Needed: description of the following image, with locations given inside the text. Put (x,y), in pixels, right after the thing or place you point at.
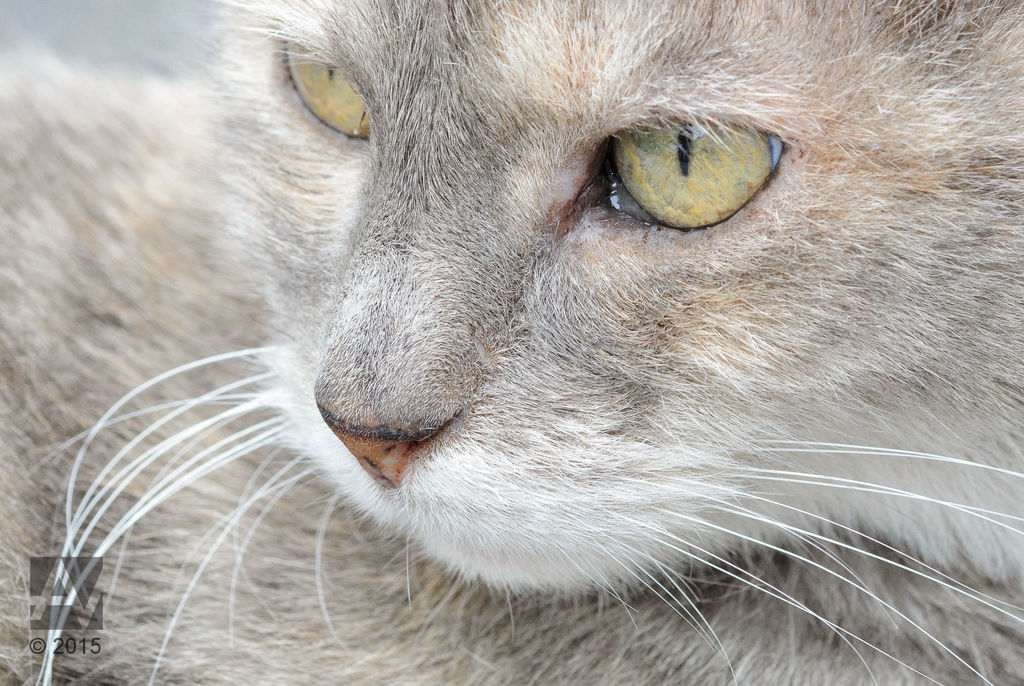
In this picture I can see there is a cat (666,261) sitting and it is in grey color and it is looking at left side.
